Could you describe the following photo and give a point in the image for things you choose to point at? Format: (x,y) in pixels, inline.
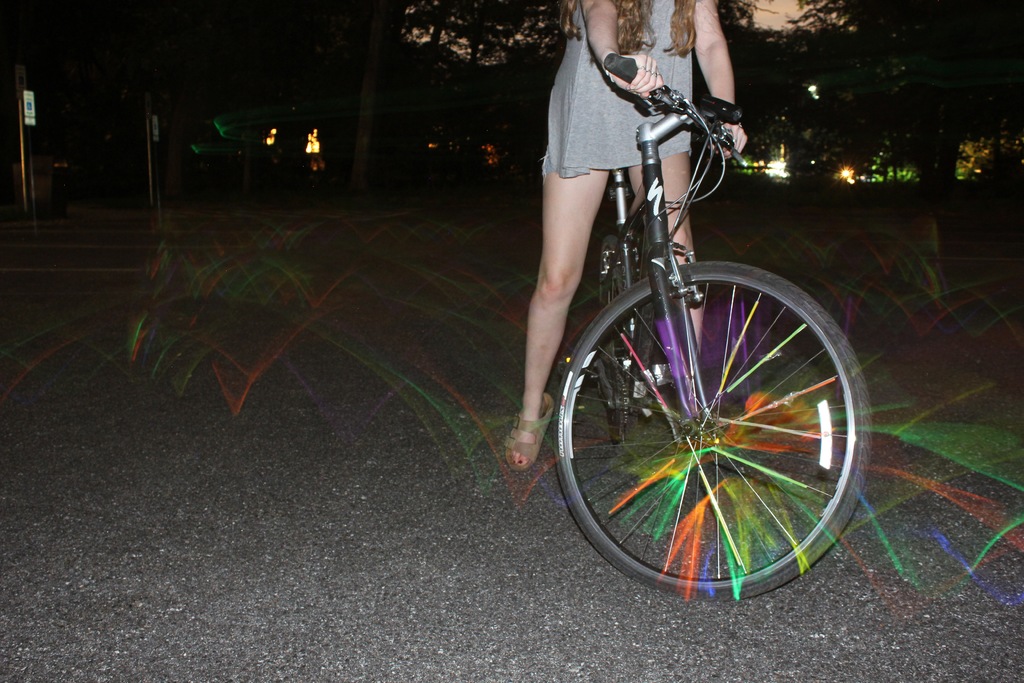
I think this picture is taken in night. There is a woman (673,220) towards the right (704,20). She is wearing a grey dress (664,5) and riding a bicycle (641,145) on a road (557,502). There are trees (199,97) and lights (757,162) in the background (861,81).
